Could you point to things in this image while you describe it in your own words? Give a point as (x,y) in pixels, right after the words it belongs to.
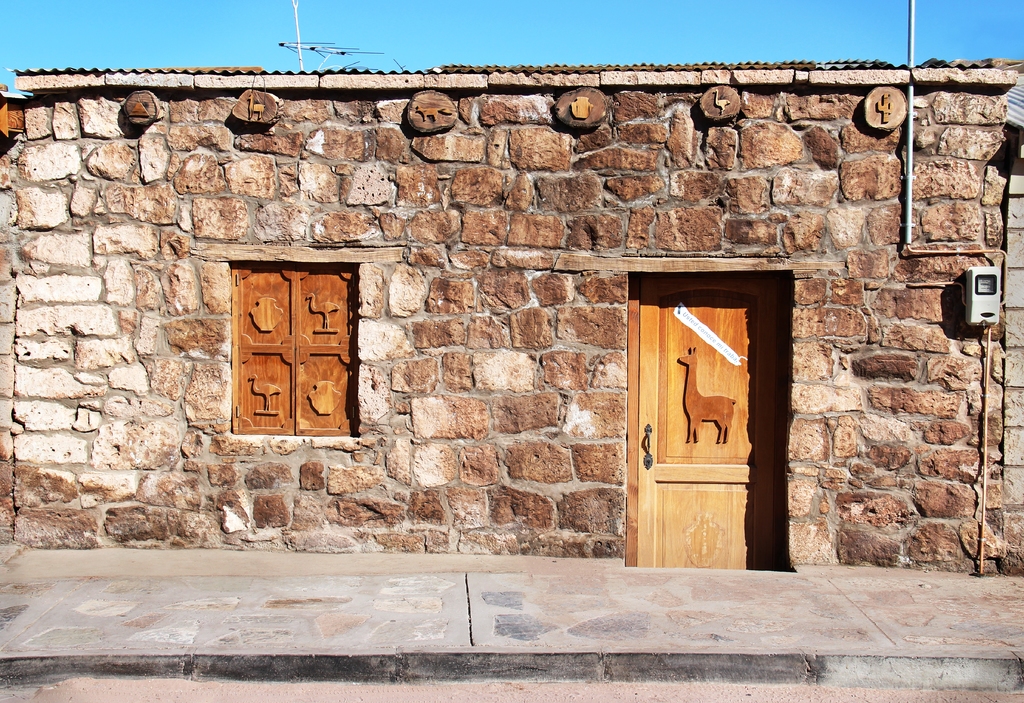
In this picture we can see a door (702,386), window (306,435), device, and a wall (466,205). In the background (851,37) there is sky (646,31).
